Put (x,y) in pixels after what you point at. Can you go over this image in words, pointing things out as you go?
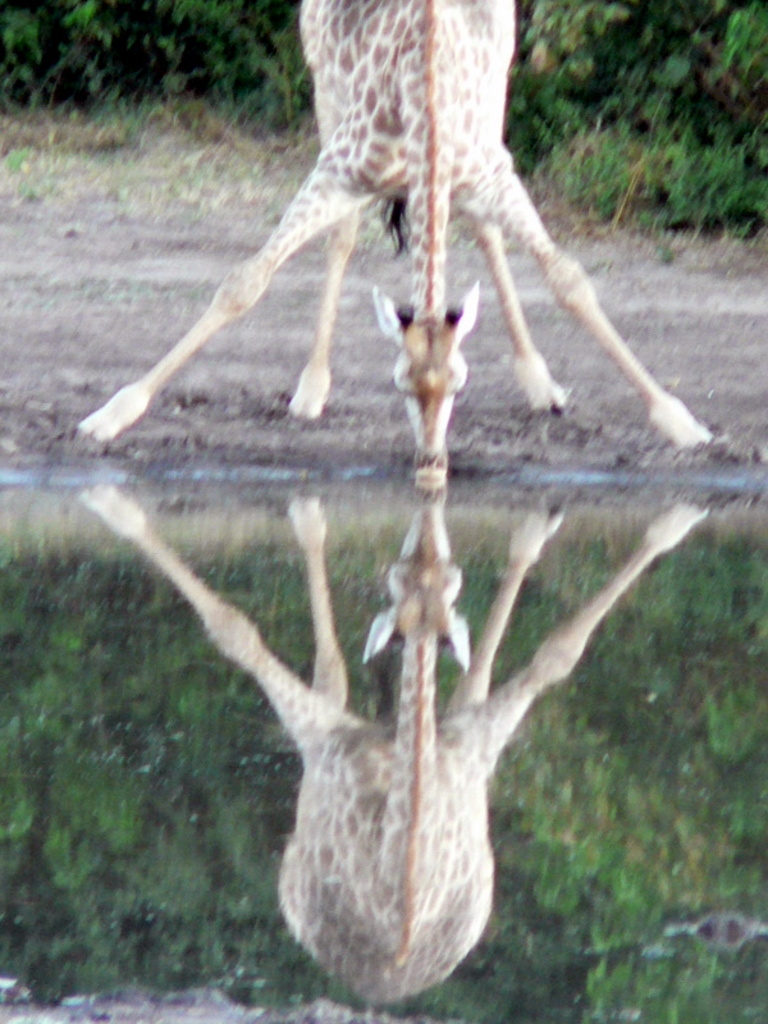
In this image there is water (392,809) in which we can see the reflection (390,810) of animal (355,934) and trees (298,760). There is animal (341,136), there are trees (726,133) in the background (690,113).
